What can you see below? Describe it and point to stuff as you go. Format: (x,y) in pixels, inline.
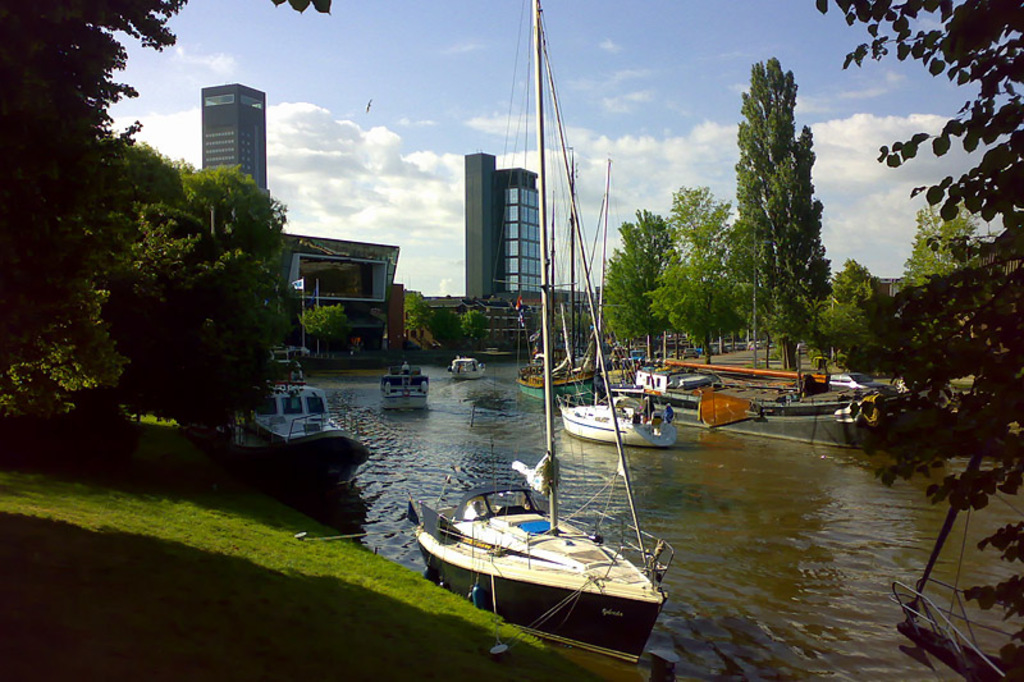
In the picture there is a grass surface (219,468), beside that there is a river (332,396) and on the river (576,448) there are many ships (600,417) and around those ships (543,315) there are some buildings (349,276) and trees (131,360).
